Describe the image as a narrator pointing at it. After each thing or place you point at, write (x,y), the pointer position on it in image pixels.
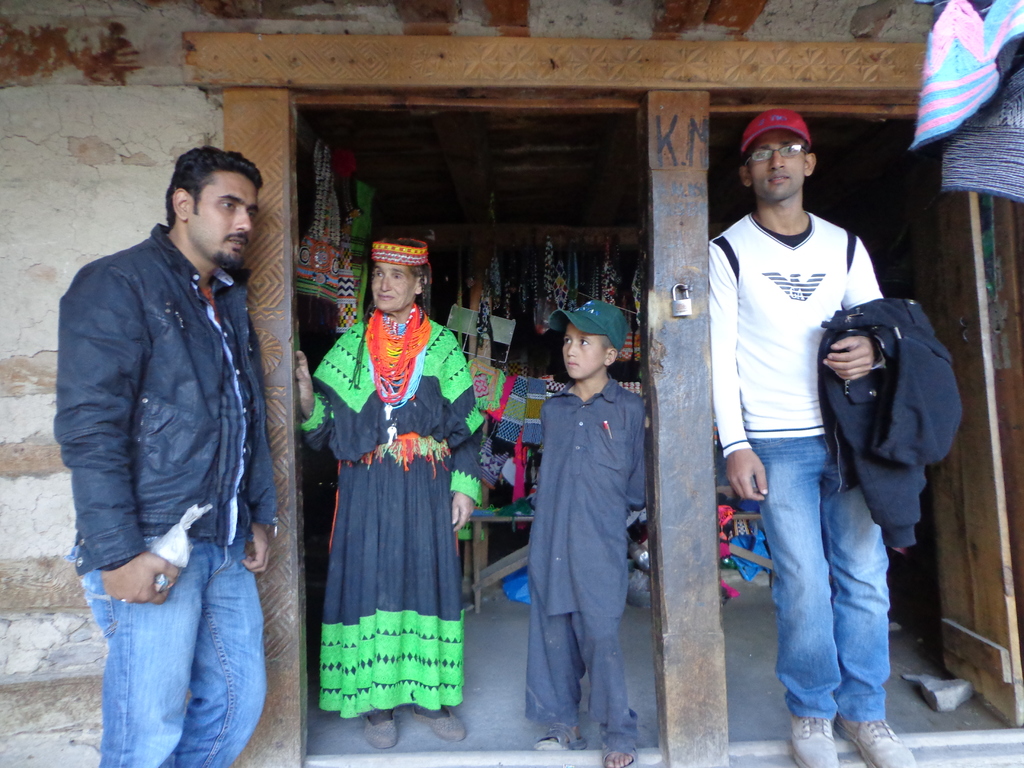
In this picture we can see there are four people (369,452) standing and behind the people (394,417) there are some objects (498,398). On the right side of the boy (581,460) there is a pillar (652,427) with a lock (685,297) and a man (783,319) is holding a jacket (827,380).
